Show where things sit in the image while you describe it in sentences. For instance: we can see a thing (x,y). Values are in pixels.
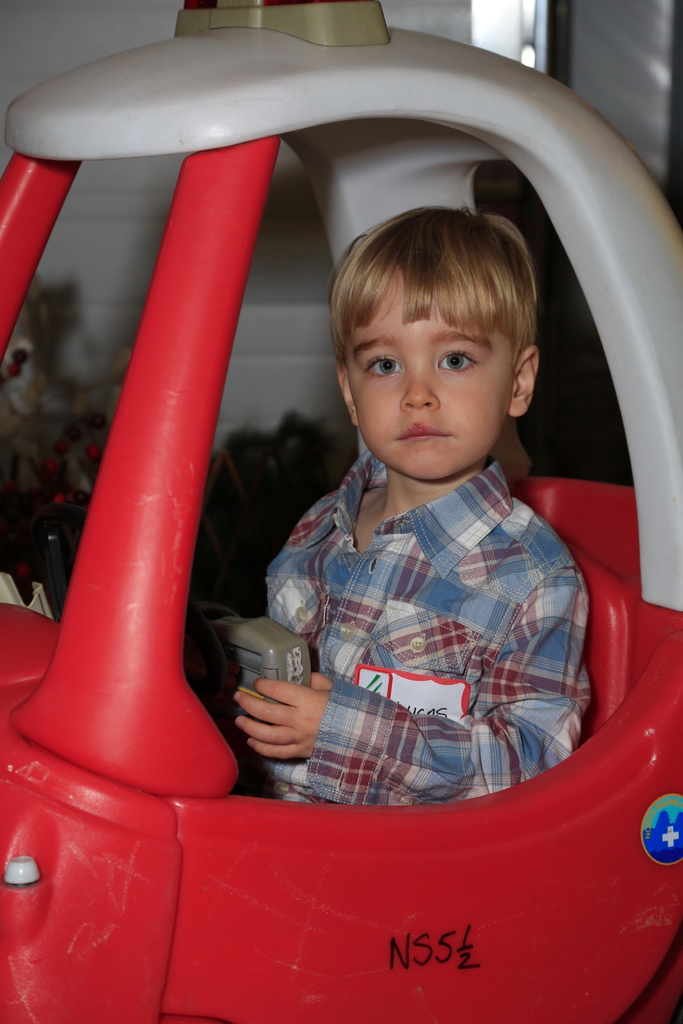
In the center of the image (384,584), we can see a kid (410,626) holding an object (260,662) and sitting in a toy car (146,773) and in the background (100,31), there is a wall (100,31).
